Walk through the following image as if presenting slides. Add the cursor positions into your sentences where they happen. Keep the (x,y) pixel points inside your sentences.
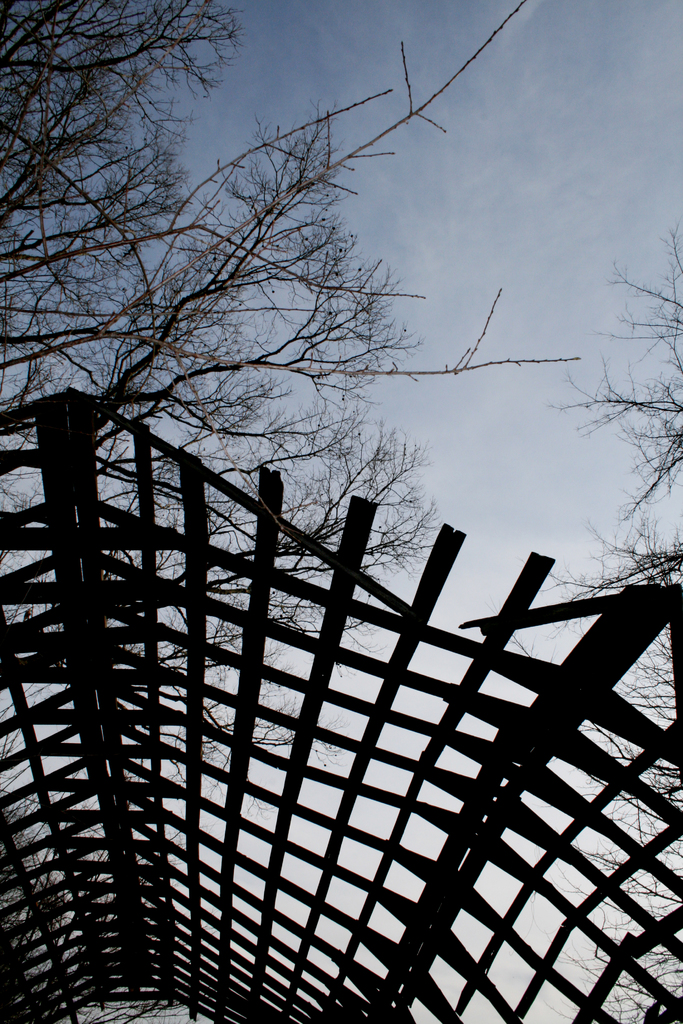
It seems like a roof (253,752) of a shelter (514,711) at the bottom of this image (422,921). We can see trees (330,515) and the sky (557,293) is in the background (442,395).
